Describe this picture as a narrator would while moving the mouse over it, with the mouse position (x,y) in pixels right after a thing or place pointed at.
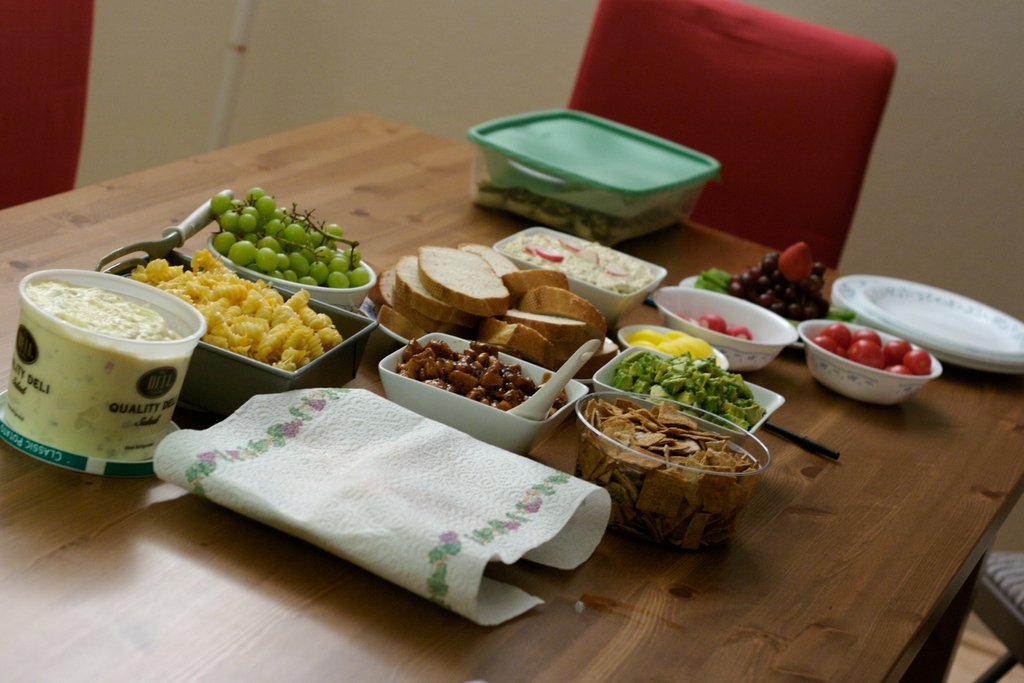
In this picture I can see some fruits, food items (494,344) in the bowls (451,352) are placed on the table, side I can see some chairs (766,159).
